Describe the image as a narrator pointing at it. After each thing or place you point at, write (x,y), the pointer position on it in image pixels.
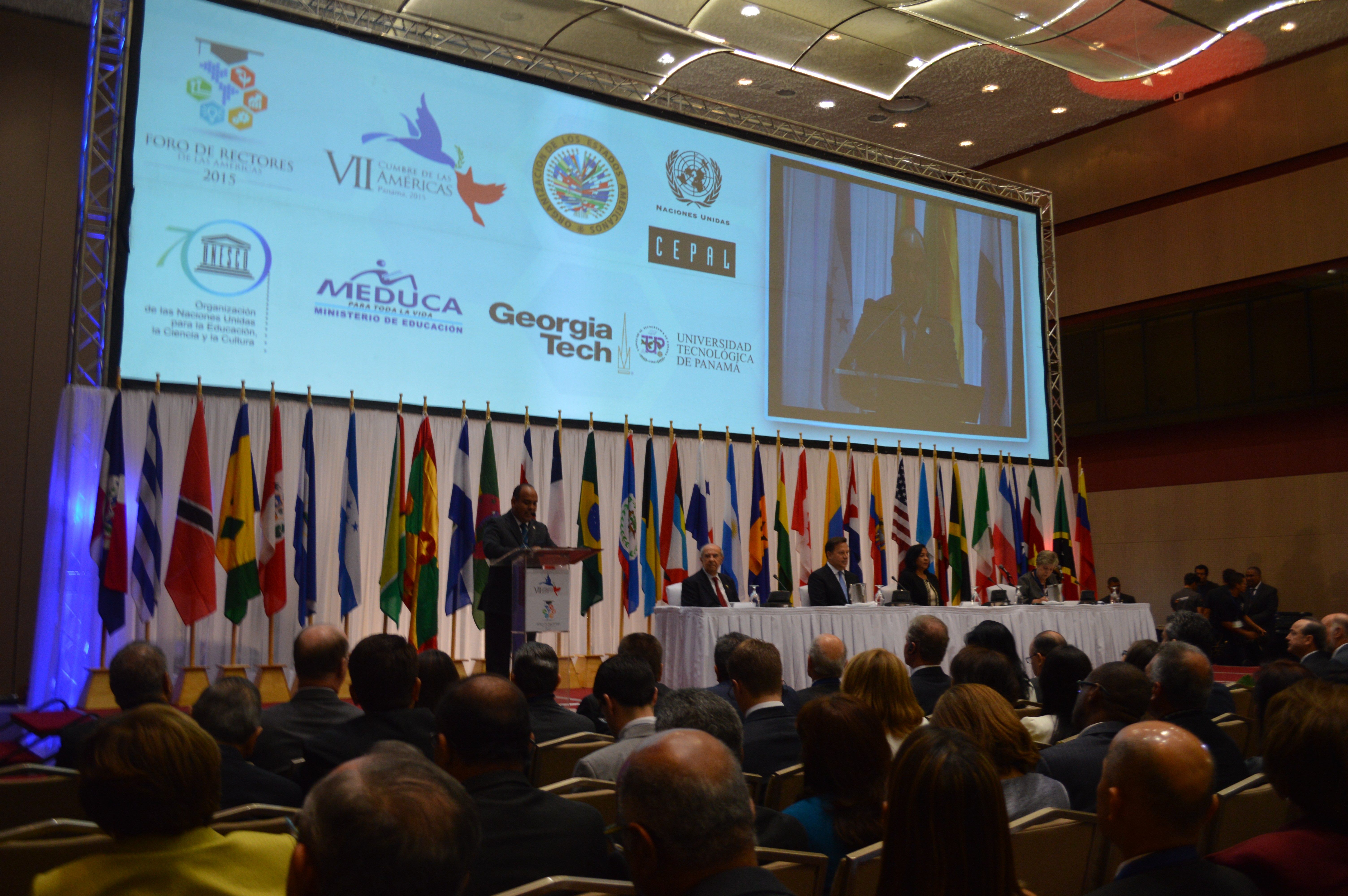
This image looks like a conference hall (438,634). In the front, there are five persons (1037,601) on the dais (1056,603). In the background (716,270), we can see a screen (641,368) and many flags (706,480). At the bottom (1257,683), there are many persons (817,845) sitting on the chairs (1036,854). On the right (1279,402), there is a wall (1192,489).
